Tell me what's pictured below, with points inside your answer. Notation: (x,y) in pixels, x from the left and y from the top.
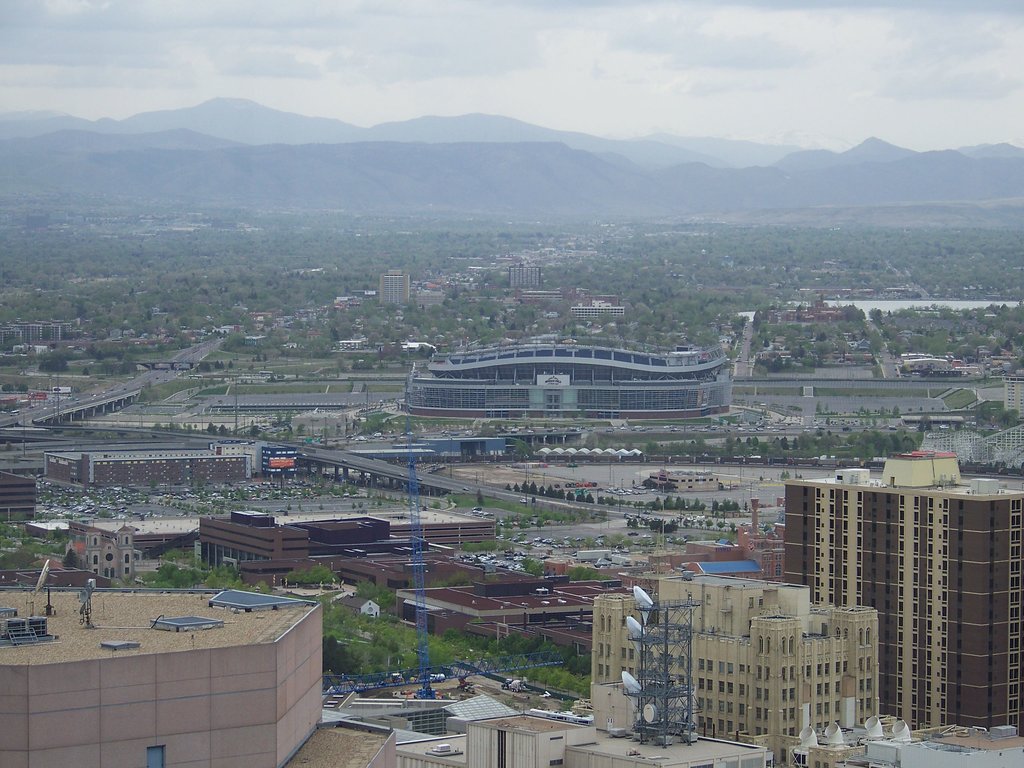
In the image we can see there are many buildings (770,627) and windows (916,540) of the building (937,559). There are trees (404,629), pole (420,632), vehicles (76,509), road (382,470), mountain (309,149) and a cloudy sky (526,117).
